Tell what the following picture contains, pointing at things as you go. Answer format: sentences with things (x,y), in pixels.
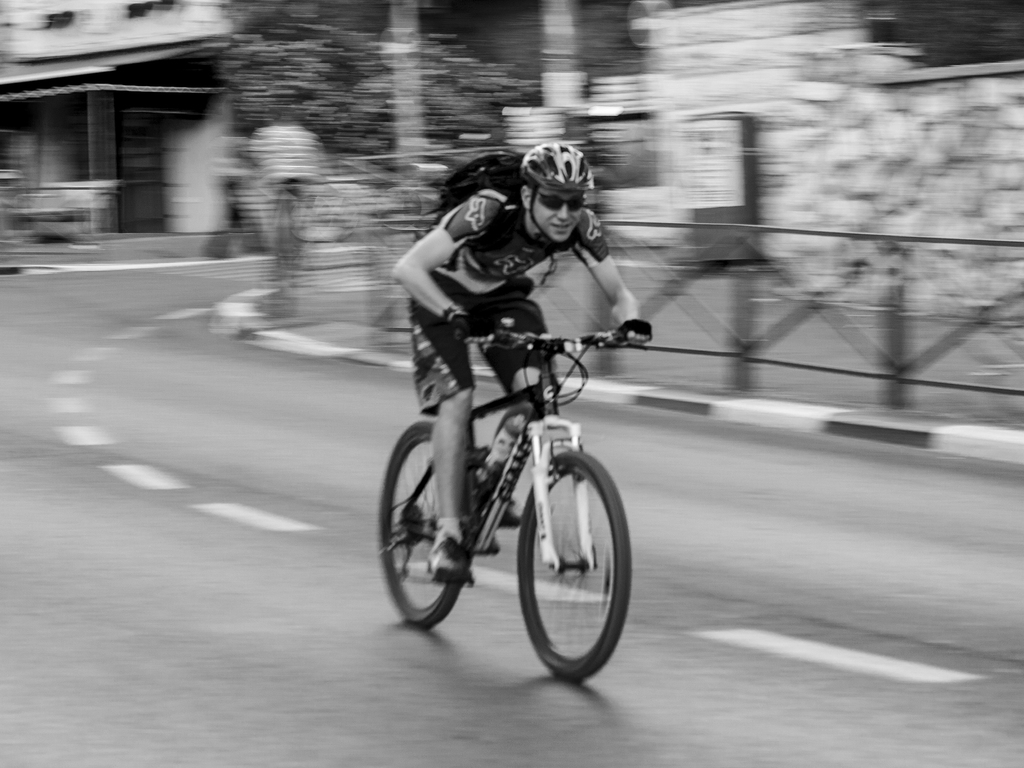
This picture is clicked outside. In the center (533,258) we can see a person (503,206) wearing helmet (537,173), backpack (488,180) and riding a bicycle (577,558) on the road (268,364). In the background (864,236) we can see the metal rods (751,278), group of persons (283,151), trees (297,77), buildings (82,74) and some other objects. The background of the image (1004,118) is blurry.
